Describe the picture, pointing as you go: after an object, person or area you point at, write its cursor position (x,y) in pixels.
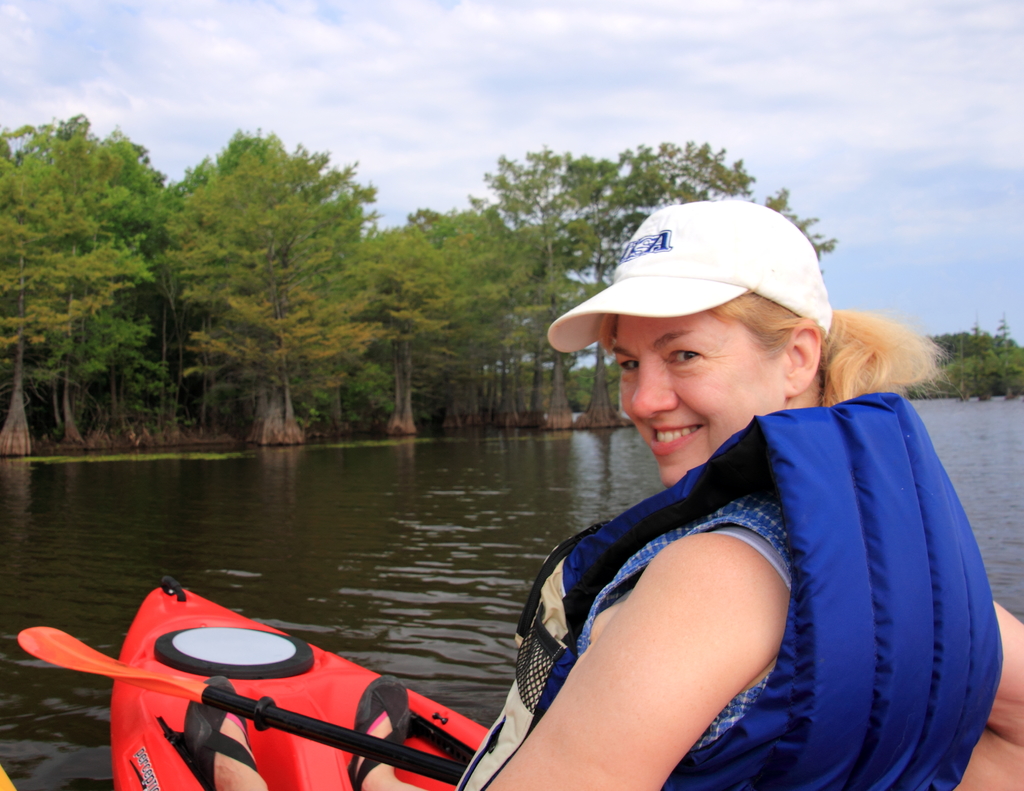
In this picture I can see a woman (800,641) in a boat (277,746), she is wearing a life jacket (815,595). In the middle (507,511) there is water (411,487), in the background (245,208) I can see trees (330,355). At the top (502,113) there is the sky (513,126).
